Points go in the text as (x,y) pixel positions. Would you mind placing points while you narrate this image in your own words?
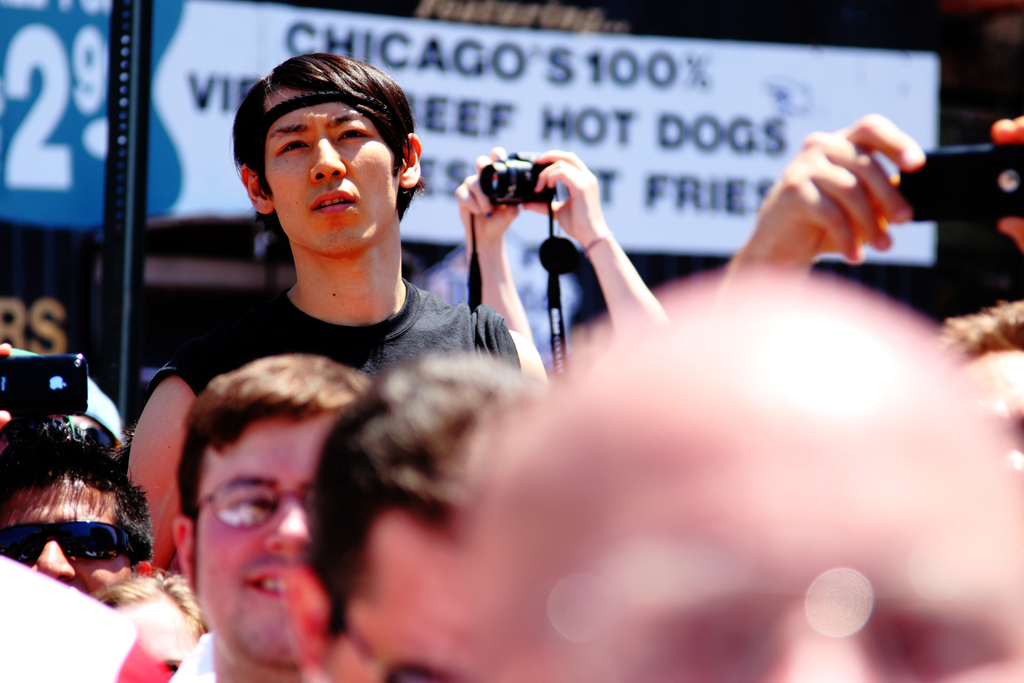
In this Image I see number of people (390,173), in which few of them are holding the camera (550,156) and the phones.
